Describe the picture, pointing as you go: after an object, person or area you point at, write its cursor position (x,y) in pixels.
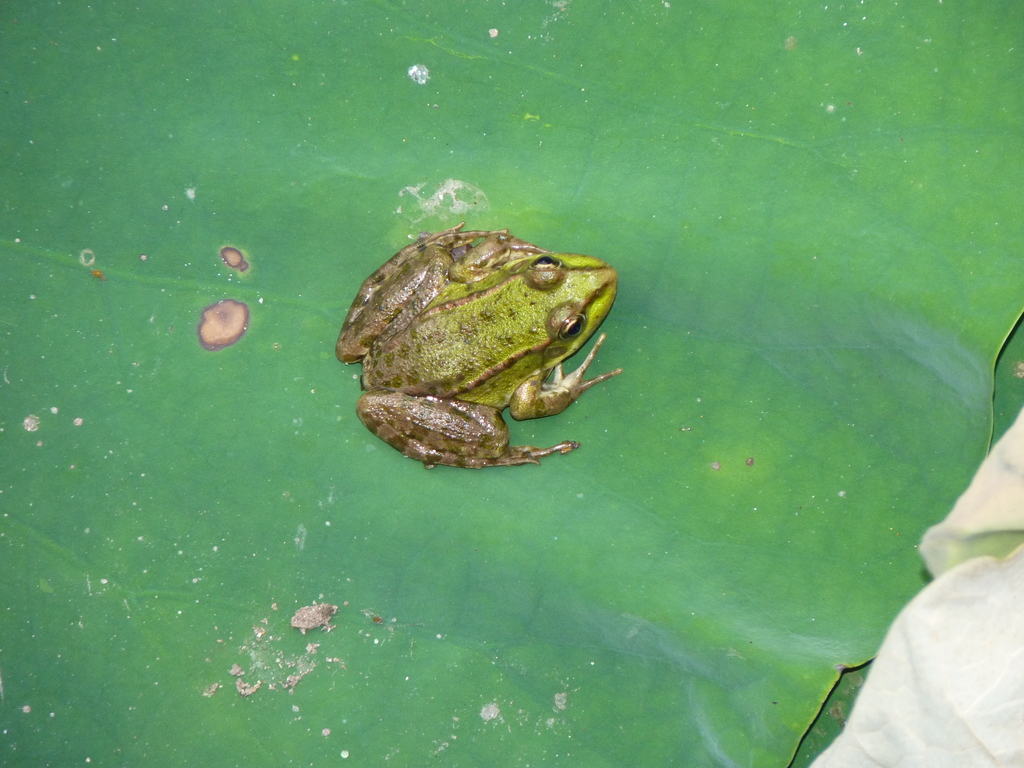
In this picture there is a frog (604,307) in the center of the image (581,396), on a leaf (644,365) and there is a cloth (976,668) in the bottom right side of the image (917,685).
